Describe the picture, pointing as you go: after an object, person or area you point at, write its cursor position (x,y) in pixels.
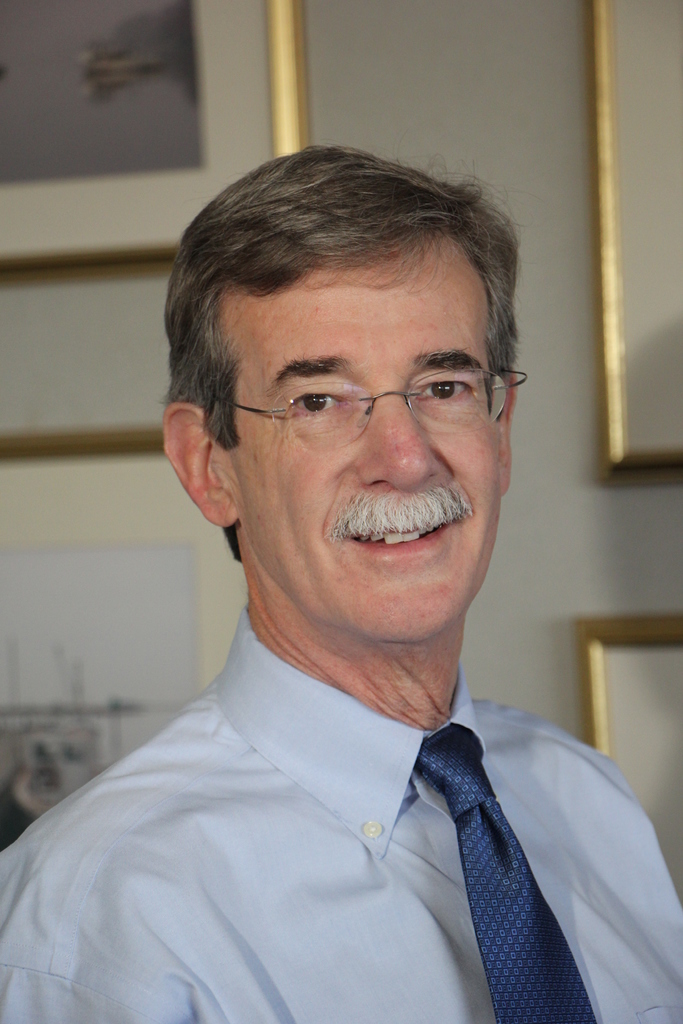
There is a man (368,736) smiling and wore spectacle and tie (468,848). Background (7,496) we can see frames (56,520) on a wall (639,510).
